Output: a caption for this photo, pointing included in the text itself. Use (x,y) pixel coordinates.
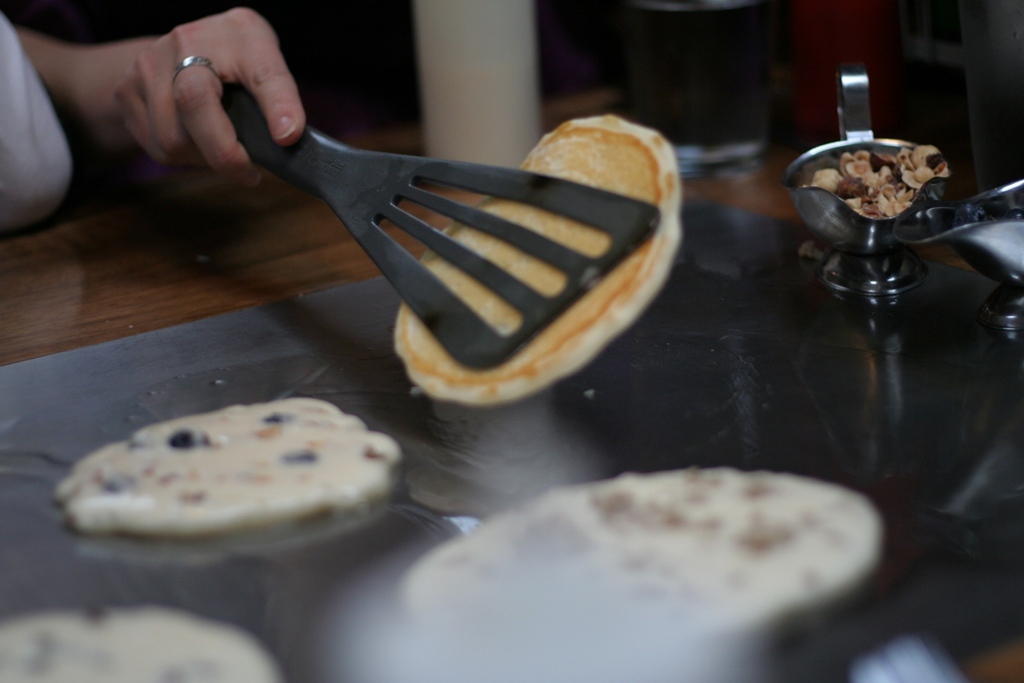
In the image there is a pan (258,570), on that there are some food items (217,461) and a person (218,93) is flipping the food item (638,288) on the pan (791,268), on the right side (865,160) there is a bowl (839,154) and in that bowl (852,138) there are some nuts (872,172).
